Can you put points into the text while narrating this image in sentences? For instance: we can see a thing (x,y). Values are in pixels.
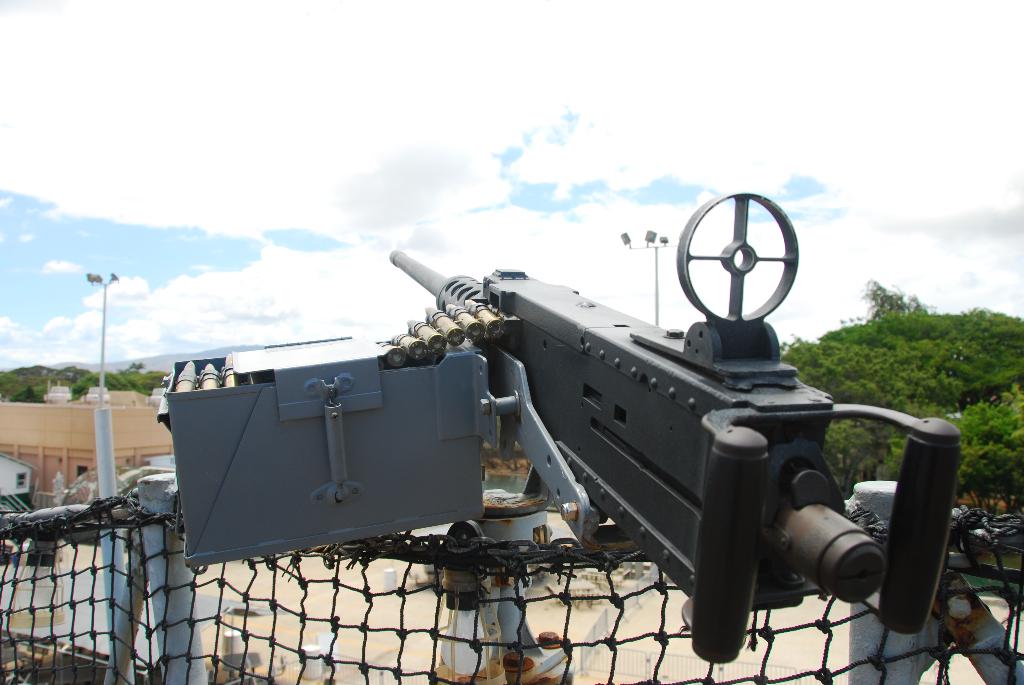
We can see gun (572,436) with box (350,510) and bullets (430,318) on net (95,517) and we can see rods (50,510). In the background (108,481) we can see pole (106,432), building (142,442), trees (58,382) and sky (584,160) with clouds (563,169).
